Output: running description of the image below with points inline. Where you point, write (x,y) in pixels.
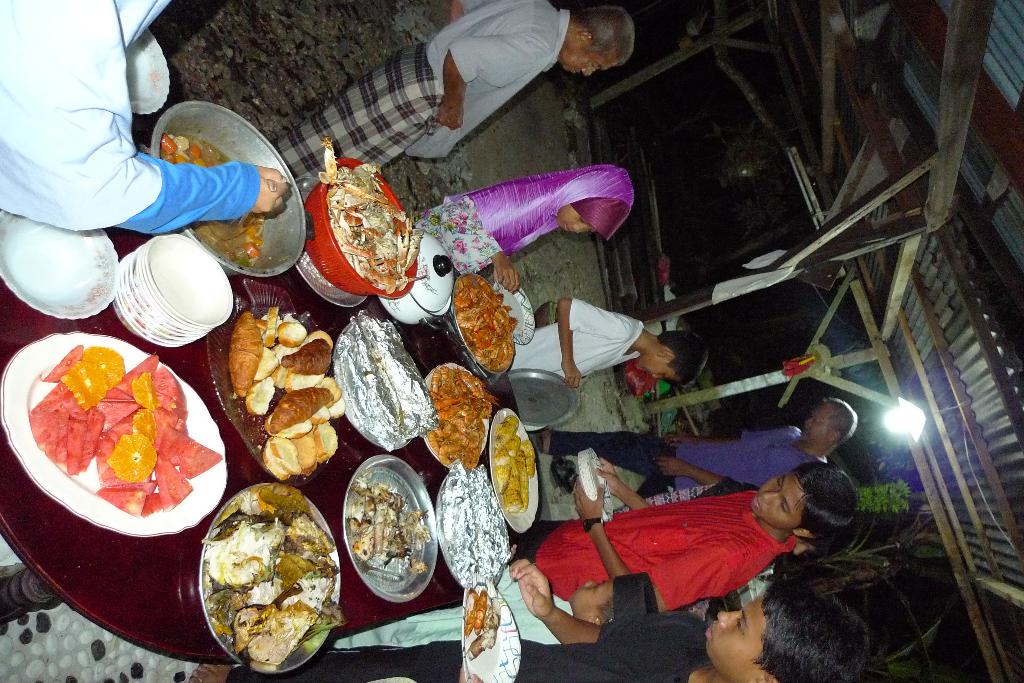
In this image I can see the group of people (713,502) with different color dresses (660,656). I can see few people (440,639) are holding the plates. In-front of these people (253,674) I can see the plates (290,307) and bowls (281,258) with food (365,216). To the side I can see few more plates (56,238) and aluminium foil (470,535). These are on the maroon color surface (120,592). These people (439,679) are under the shed (901,221). To the right (920,410) I can see the light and the trees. There is a black background (742,373).
